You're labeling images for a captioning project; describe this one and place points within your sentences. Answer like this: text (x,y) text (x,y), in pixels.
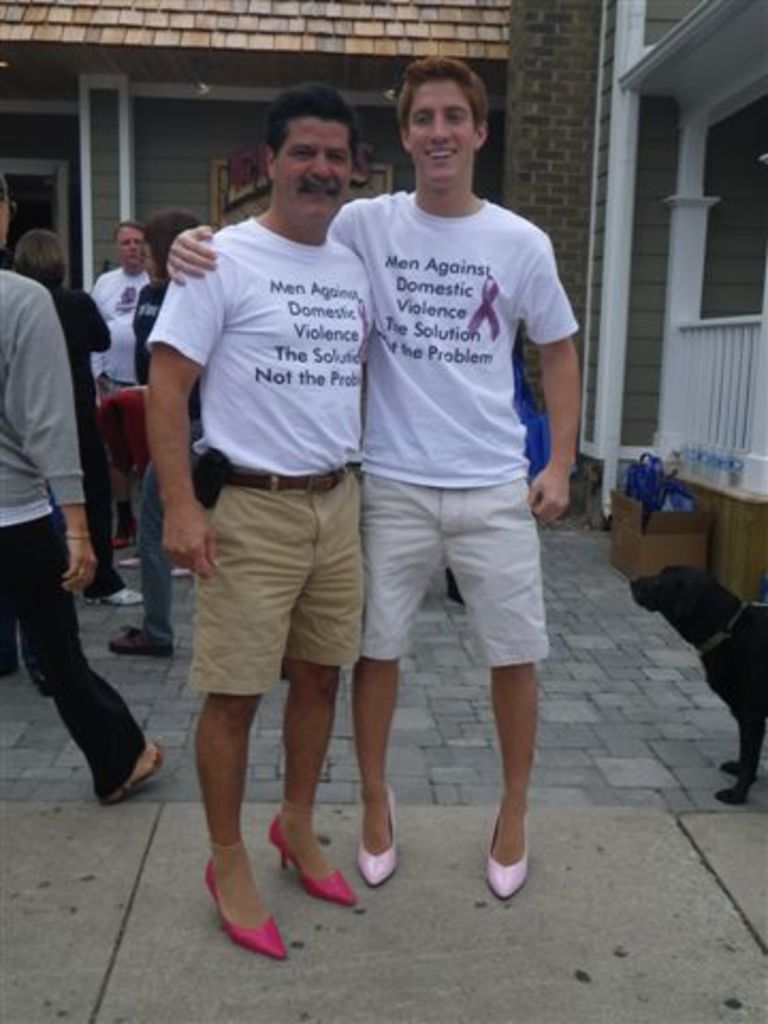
In this image we can see two persons (380,566). In the background of the image (34,595) there are some persons (109,352), dog (765,634), a building (576,264) and other objects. At the bottom of the image (309,993) there is the floor (435,981).
